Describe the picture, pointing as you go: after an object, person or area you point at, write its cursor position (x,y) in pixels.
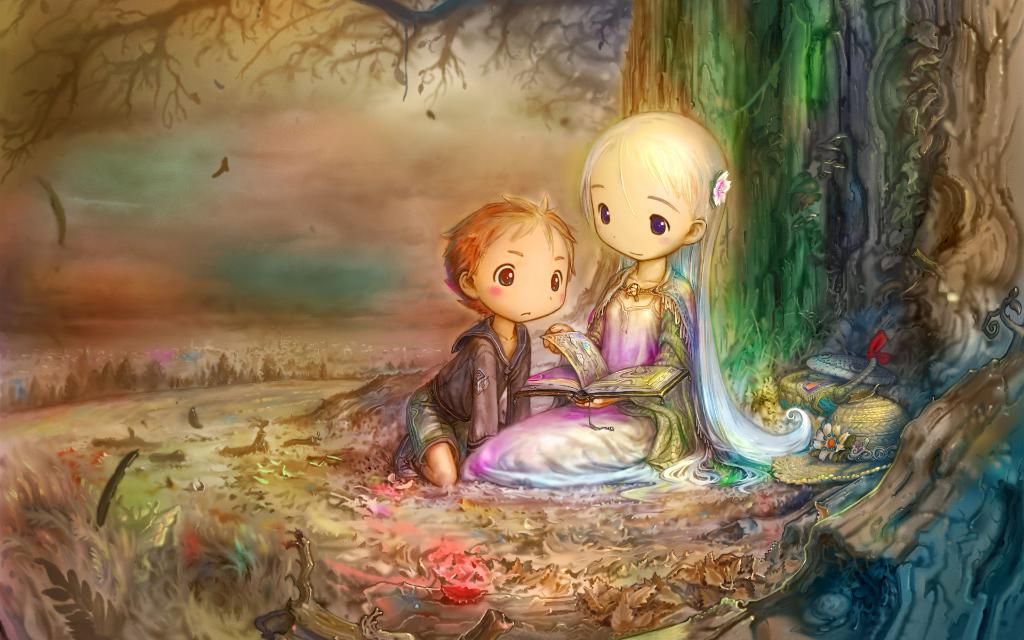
There is an animated image, in which, there is a girl (722,436), sitting and holding a book (566,339), near a boy (539,271), who is kneeling down and is keeping hands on the floor (539,488). In the background (543,149), there is a big tree (885,13), there are plants (194,373), there are leaves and clouds (215,179) in the sky (232,149).
